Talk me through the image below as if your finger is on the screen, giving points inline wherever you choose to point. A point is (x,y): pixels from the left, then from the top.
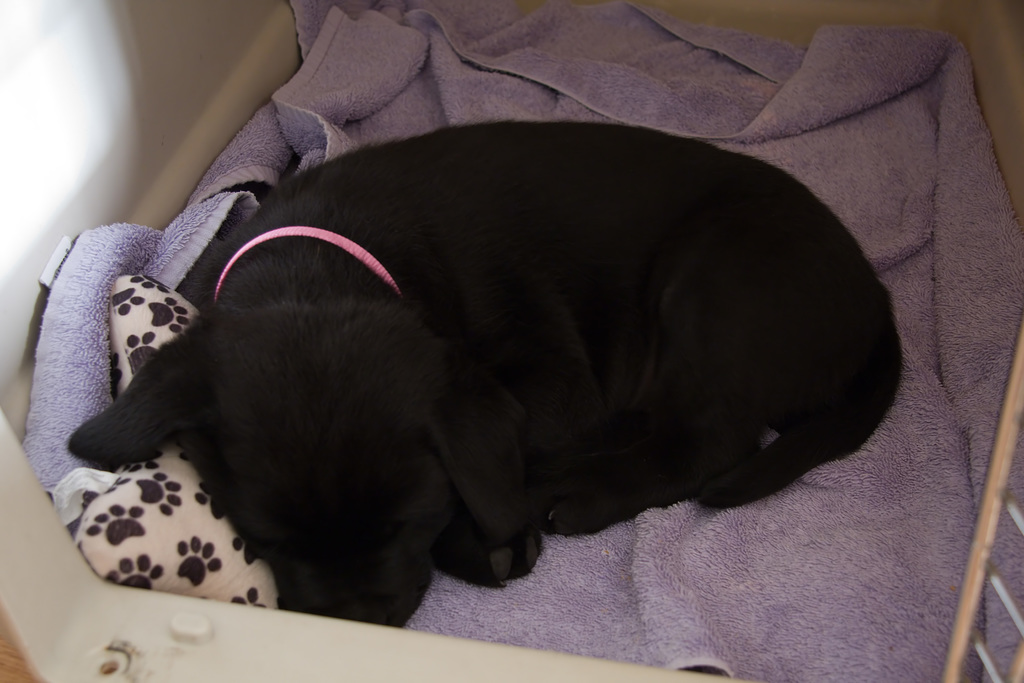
In this image we can see a black color dog (356,368) on a cloth (692,554). To the left side of the image (118,125) there is wall (70,70).
